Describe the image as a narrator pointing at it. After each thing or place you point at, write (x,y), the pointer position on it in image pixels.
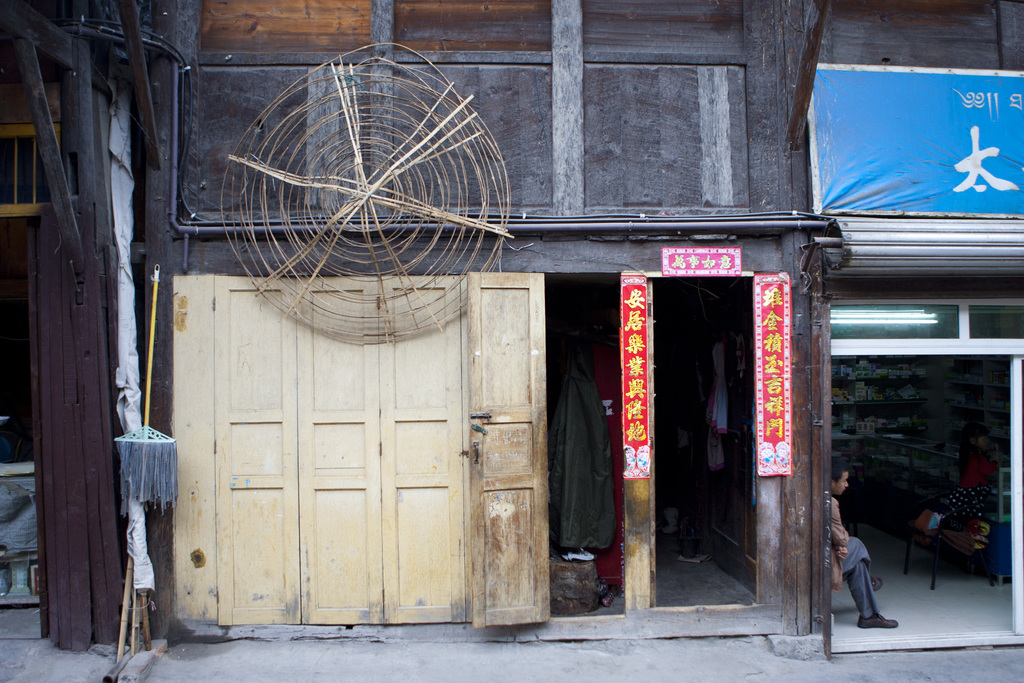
In this picture we can see a building (302,466) with doors (378,460), boards (628,317) and an object (344,188). Inside the building (653,490), those are looking like clothes (564,446). On the right side of the image (839,532), there are two persons (846,551), light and some objects (909,418) in another building (890,411). In the top right corner of the image (880,146), there is a banner (904,183). On the left side of the image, there are sticks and some objects (140,486).
